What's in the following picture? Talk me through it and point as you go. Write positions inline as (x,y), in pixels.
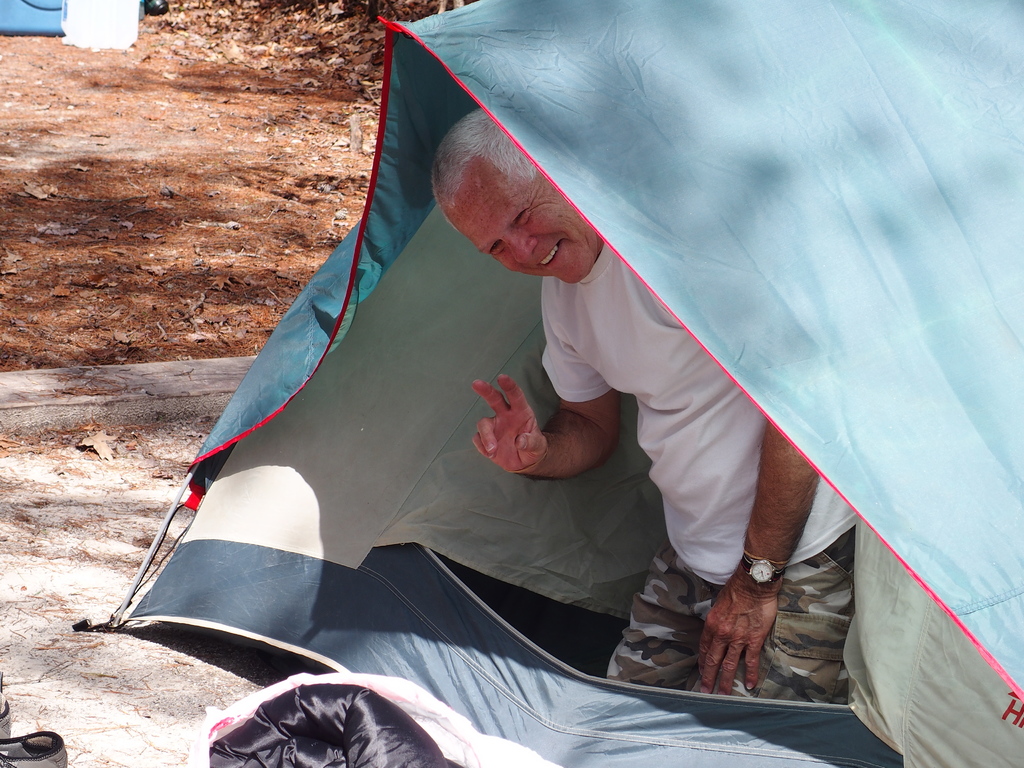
In this image inside a tent (479,283) there is an old man (617,389) wearing white t-shirt (647,394). He is smiling. In the background (166,171) on the ground (191,157) there are dried leaves (240,139).
